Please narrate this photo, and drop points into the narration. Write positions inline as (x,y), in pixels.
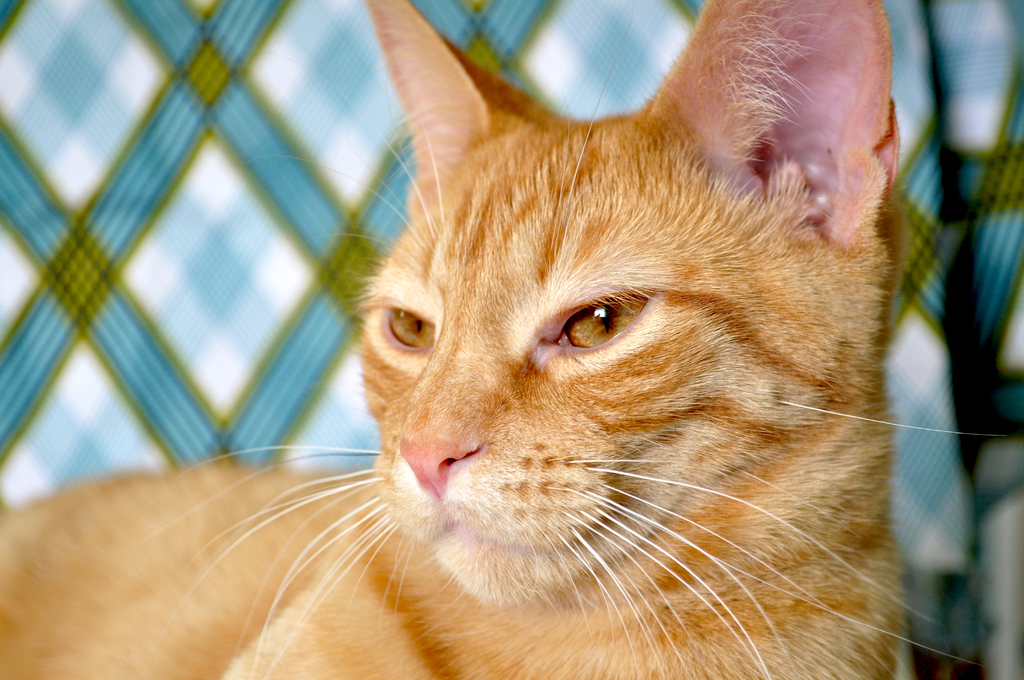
In this picture there is a cat (595,461). In the back (225,334) it might be the cloth (225,321) or couch (111,400).
